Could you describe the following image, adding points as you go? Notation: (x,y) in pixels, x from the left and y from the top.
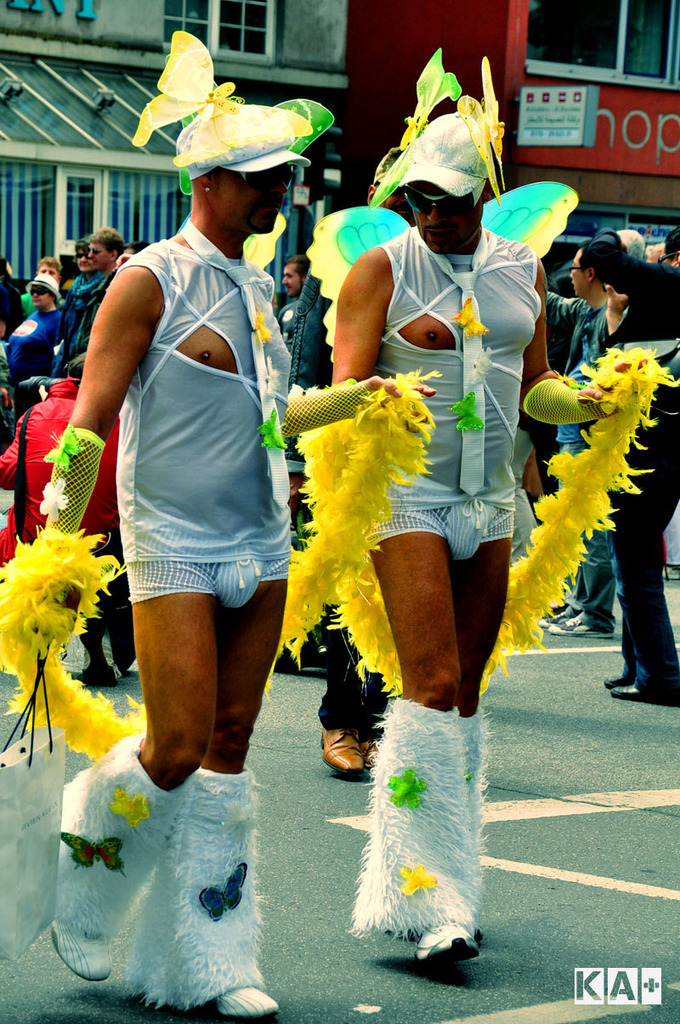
In this image there are persons (348,325). In the front (371,351) there are two persons (207,457) wearing a white colour dress (449,441) and holding yellow colour objects (321,518) in their hands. In the background (329,73) there are buildings (396,65) and on the right side of the building (616,98) there is some text (605,125) written which is white in colour.
